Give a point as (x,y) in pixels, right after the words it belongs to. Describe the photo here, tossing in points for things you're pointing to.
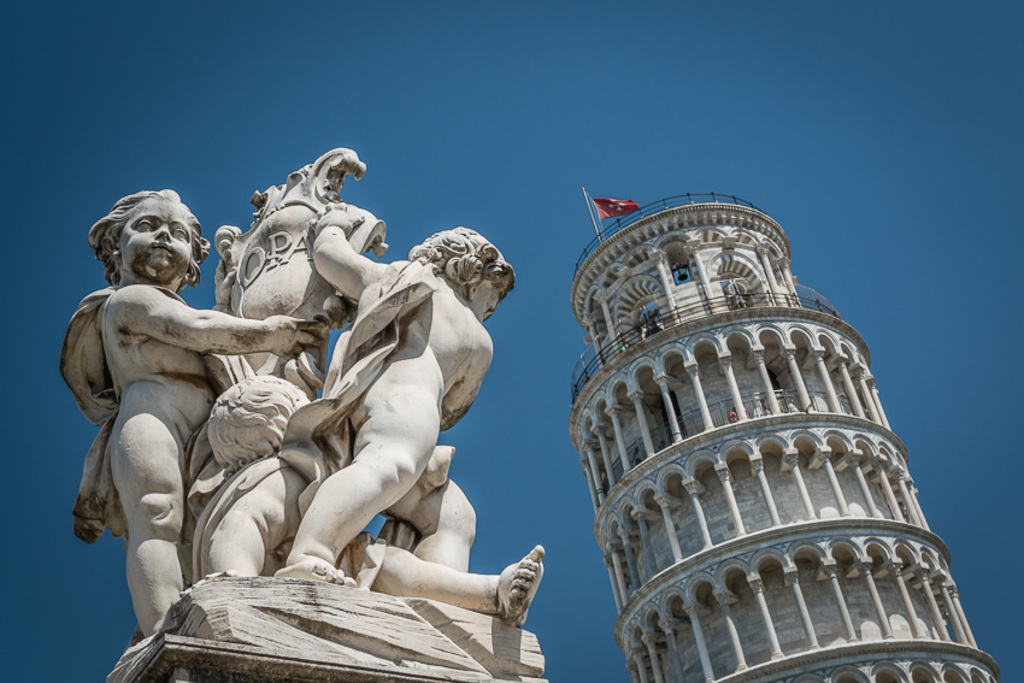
In this picture, on the left side (294,462), we can see a statue (368,457). On the right side (722,467), there is a tower (802,459), windows (746,336) and a flag (594,204) on the tower (632,252). On top (442,132) there is a sky (497,149).
